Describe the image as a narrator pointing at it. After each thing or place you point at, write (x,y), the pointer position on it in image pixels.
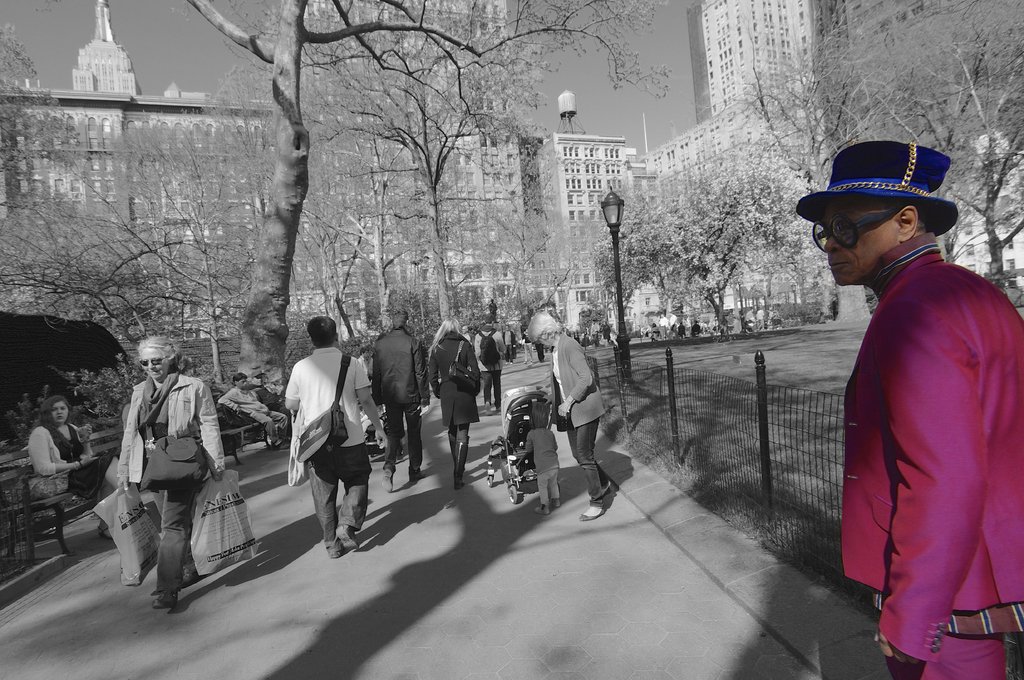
This is an edited image. On the right side of this image (903,440) there is a man (896,479) wearing a pink color jacket (931,476), blue color cap (885,181) on the head (898,203) and looking at the left side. The background (19,224) is in black and white colors. On the left side (150,478) few people (403,430) are walking on the road (414,586). Beside the road (442,594) there is a fencing (644,435) and few people (256,406) are sitting on the benches (108,445). In the background (438,279) there are many trees (425,248), buildings (744,113) and light poles (613,221). At the top of the image (174,50) I can see the sky (167,58).
